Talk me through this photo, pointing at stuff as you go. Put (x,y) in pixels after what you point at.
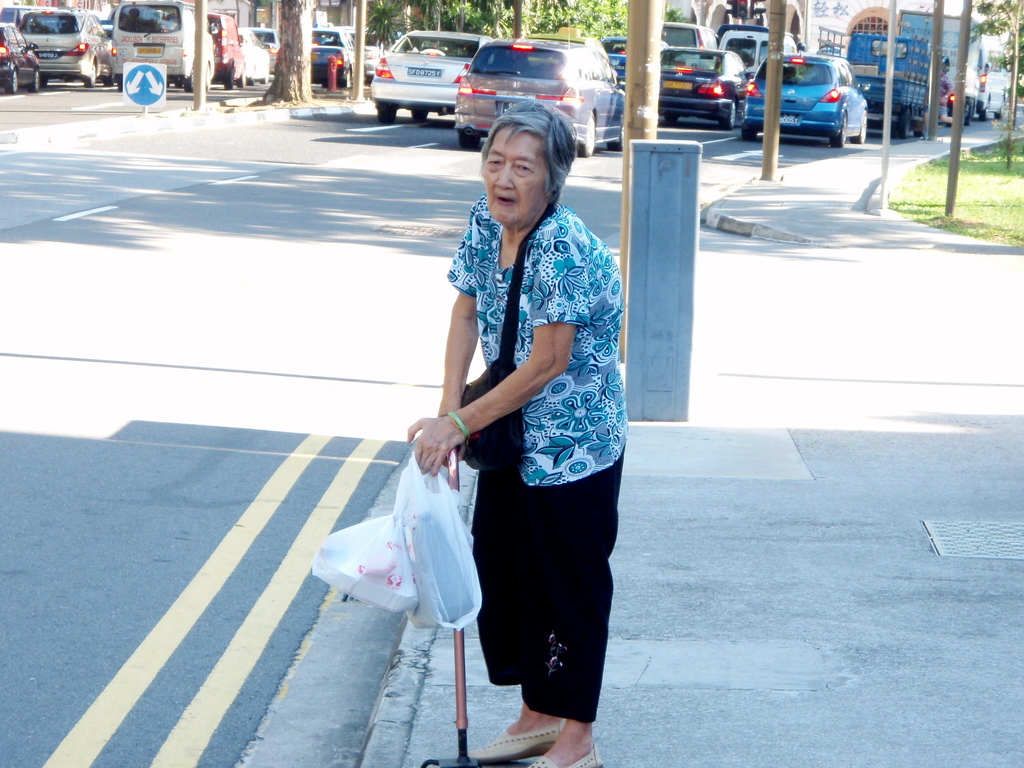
In the foreground of this image (529,457), there is an old woman (540,321) wearing a bag (522,267), holding a walking stick (453,478), few covers (412,572) and standing on the pavement (718,706). On the left (228,559), there is a road (215,444). In the background (464,13), there are few trees (1019,33), poles (935,64), pavement (875,222), sign board (143,63) and few vehicles (479,34) moving on the road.
